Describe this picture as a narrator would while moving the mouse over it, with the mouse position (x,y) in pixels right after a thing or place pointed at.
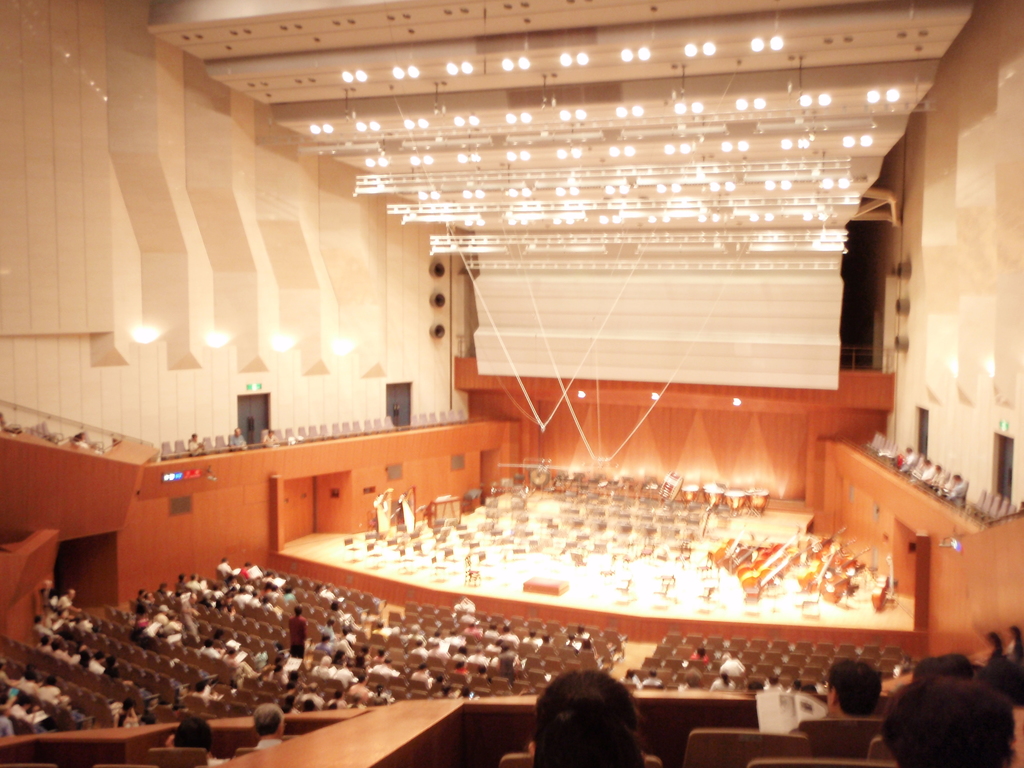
In this image, we can see an auditorium (603,479). There are some persons (497,657) and seats (428,663) at the bottom of the image (399,620). There are some musical instruments (744,553) on the stage (755,525). There are lights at the top of the image (462,64).
